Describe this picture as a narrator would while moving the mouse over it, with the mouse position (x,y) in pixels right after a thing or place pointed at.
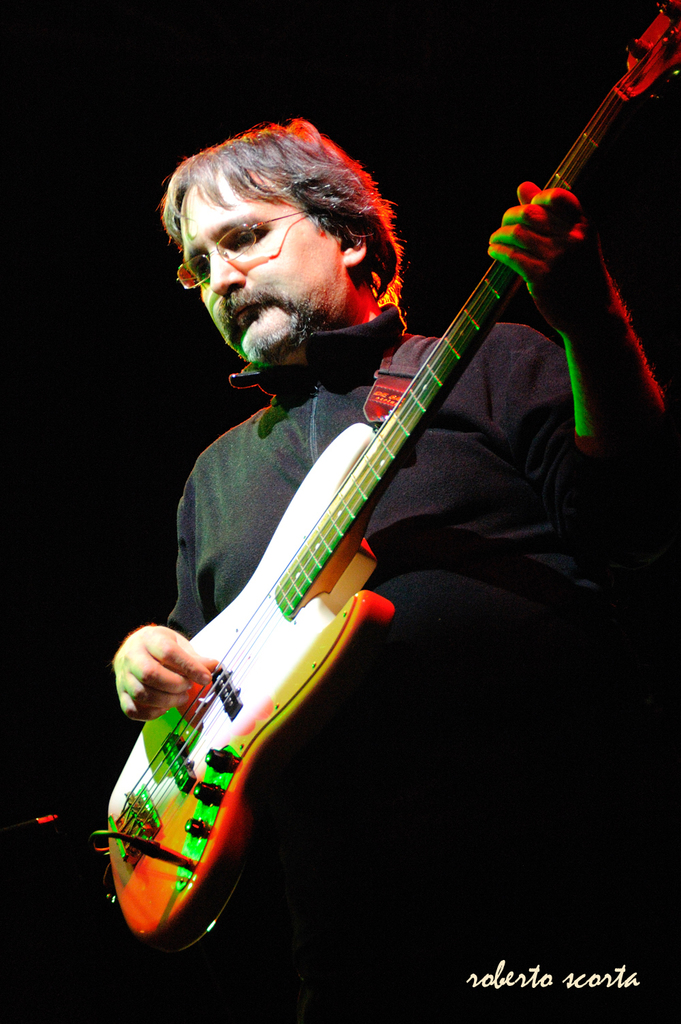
This picture shows a man (555,577) playing guitar (613,109).
